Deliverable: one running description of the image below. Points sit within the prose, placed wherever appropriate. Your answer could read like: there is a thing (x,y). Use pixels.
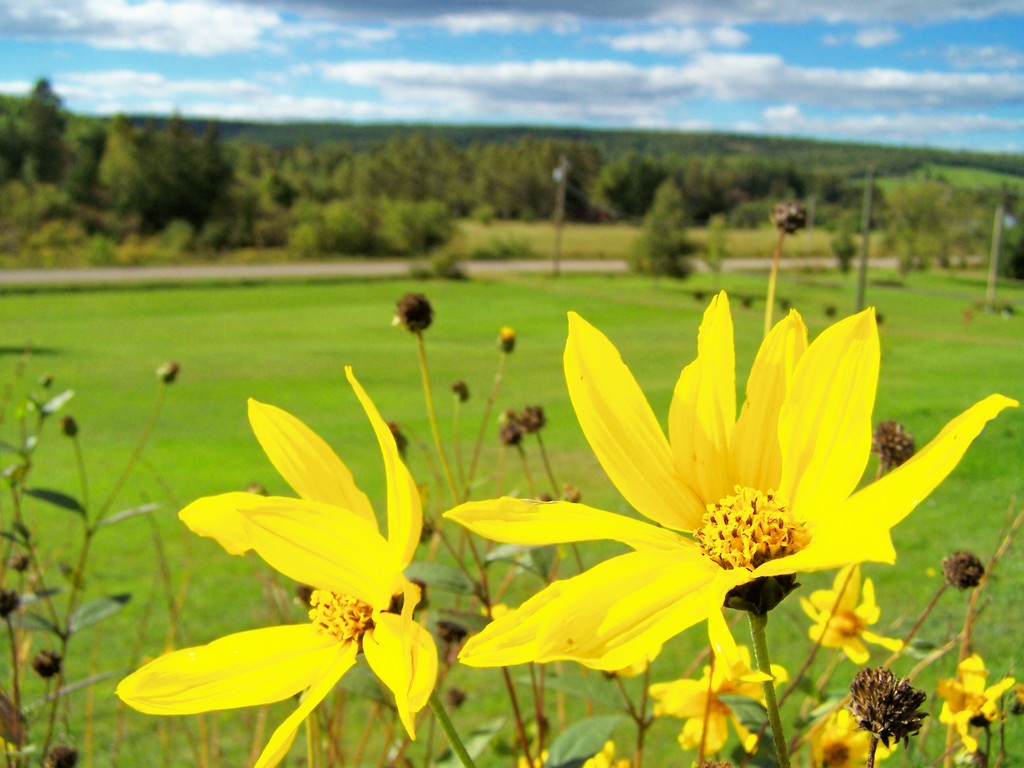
In this image there are plants (521,744) for that plants (690,479) there are flowers (686,575) and buds (859,681), in the background (480,275) there is grassland (611,327), road (141,274), trees (233,159) and the sky (904,90) and it is blurred.
